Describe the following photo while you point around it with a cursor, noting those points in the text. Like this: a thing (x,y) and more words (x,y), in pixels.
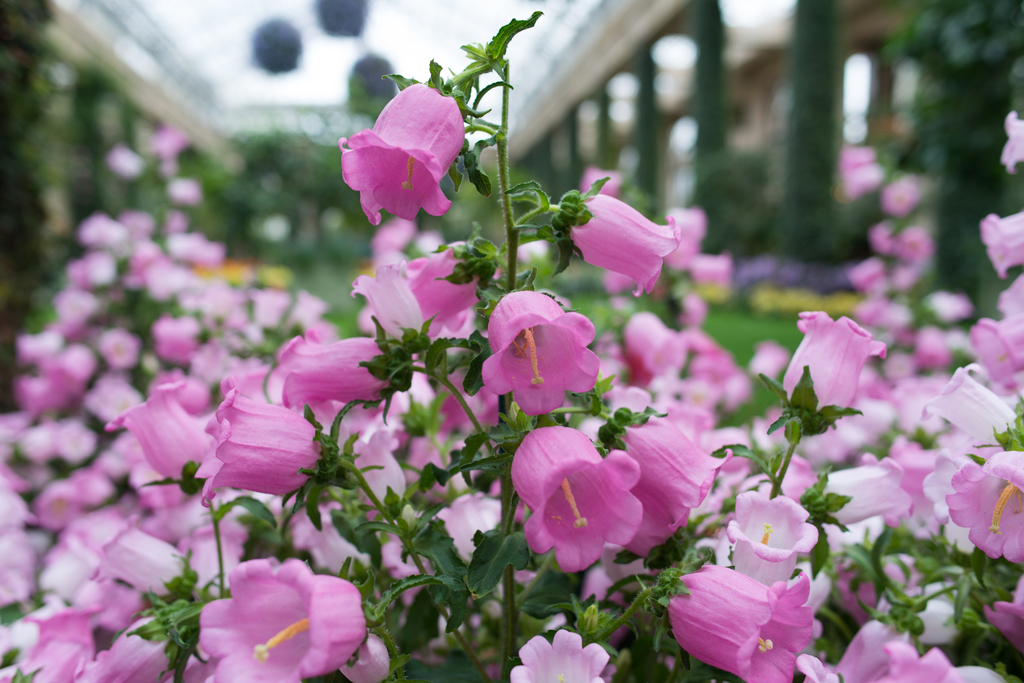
The picture is taken in a nursery (526,61). In the foreground of the picture (221,377) there are plants (421,429) and flowers (362,366). The background (675,84) is blurred. In the background (515,89) there are plants (737,158), greenery (251,149) and building (536,94).
